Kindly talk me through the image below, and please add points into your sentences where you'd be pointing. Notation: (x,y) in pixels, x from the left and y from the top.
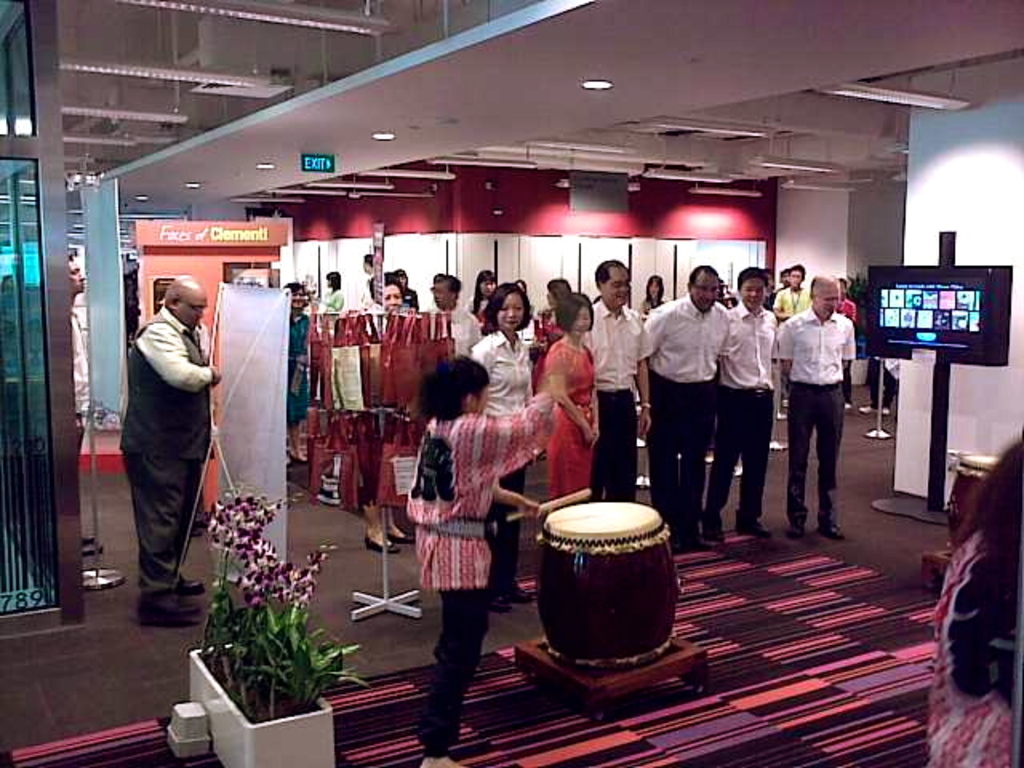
Here we can see some persons (820,433) are standing on the floor (901,520). This is drum (585,540). Here we can see a banner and there is a plant (322,689). There is a screen (938,324) and this is wall (939,178). And these are the lights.
